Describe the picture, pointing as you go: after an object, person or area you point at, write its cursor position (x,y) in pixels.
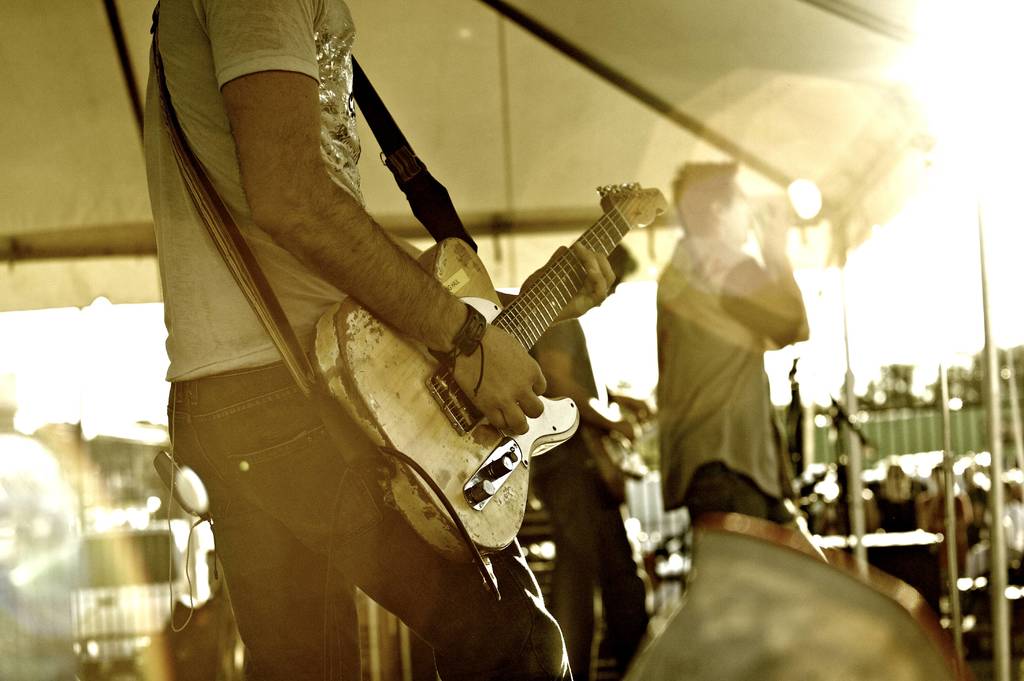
Here in the front (265,626) we can see a person (250,603) playing guitar (450,435) and beside him we can see another person (697,194) singing a song with microphone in his hand (788,220) we can see a tent (835,247) on the top of them.
